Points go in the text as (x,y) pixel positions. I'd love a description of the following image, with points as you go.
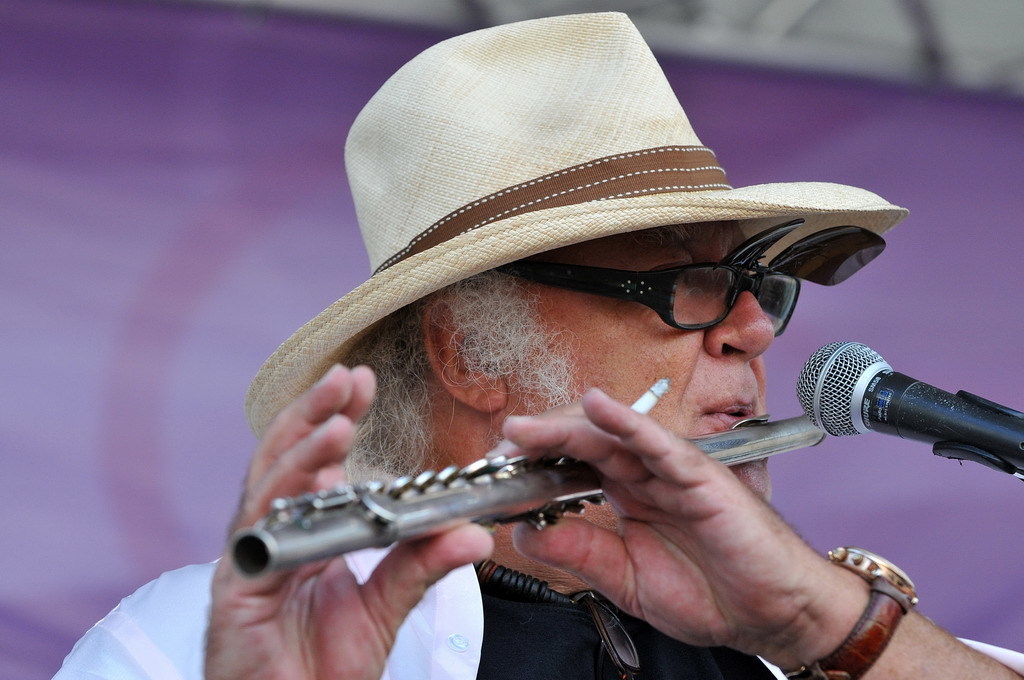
In this picture I can see there is a man (644,362) standing here and he is playing a flute (284,501) and he is holding a cigarette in his hand (663,501) and he is wearing a cap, spectacles (786,320) and a watch (854,648) to his left hand (846,603).
